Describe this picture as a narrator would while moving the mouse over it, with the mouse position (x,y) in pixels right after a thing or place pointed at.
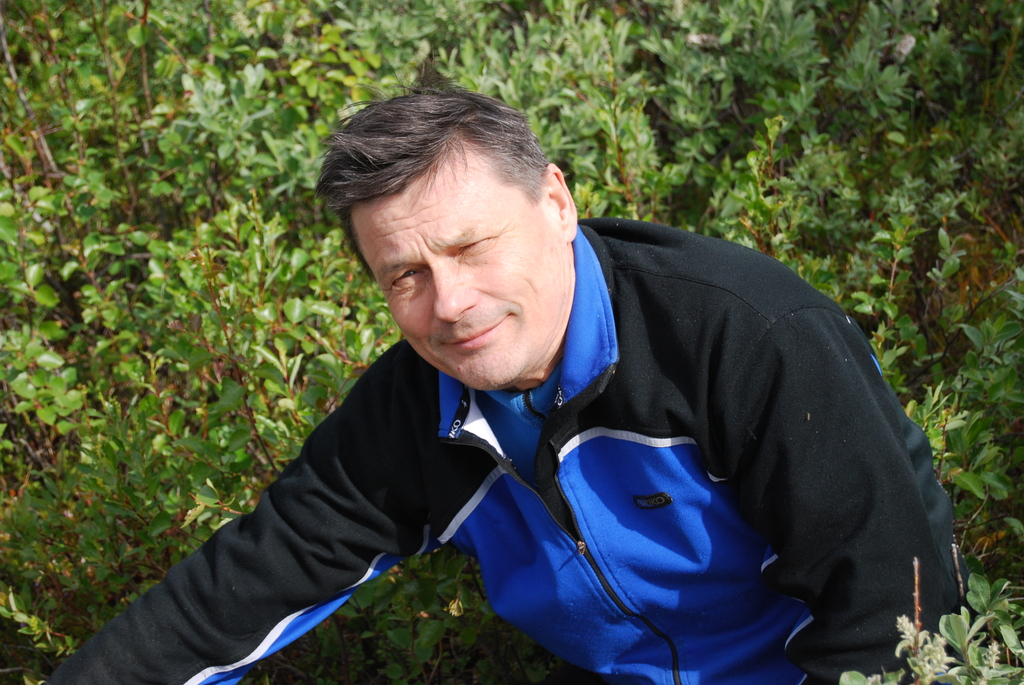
There is a man (515,387) wearing a blue and black jacket (639,427). In the background (698,176) there are plants (178,186).
